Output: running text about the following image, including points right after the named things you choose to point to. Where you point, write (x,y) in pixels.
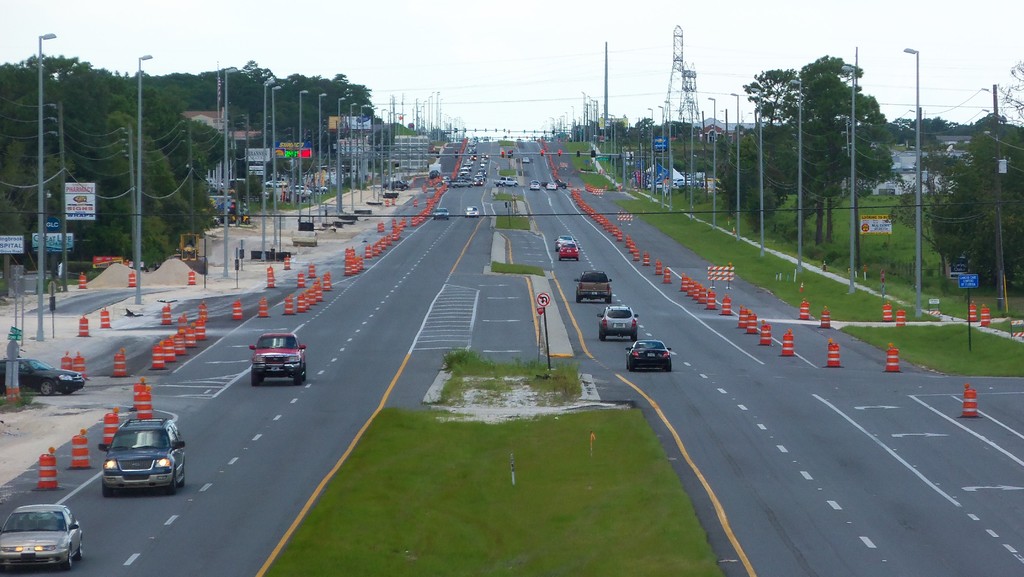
In this image, we can see roads (836,469), there are some cars (293,364) moving on the road (155,497), we can see some street lights (341,182), we can see some trees (1015,209), at the top (605,11) we can see the sky (588,20).
